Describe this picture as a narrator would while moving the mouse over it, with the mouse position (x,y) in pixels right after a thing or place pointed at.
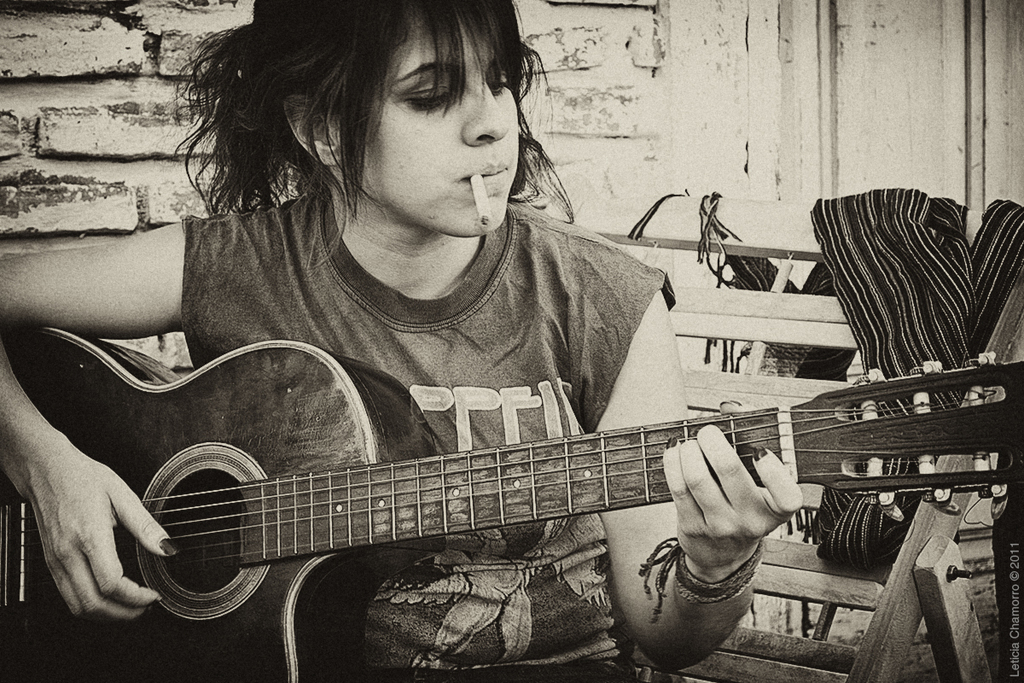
In this image we can see a woman (579,670) sitting on a wooden chair (784,637). She is playing a guitar (130,667) and she is smoking a cigarette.
